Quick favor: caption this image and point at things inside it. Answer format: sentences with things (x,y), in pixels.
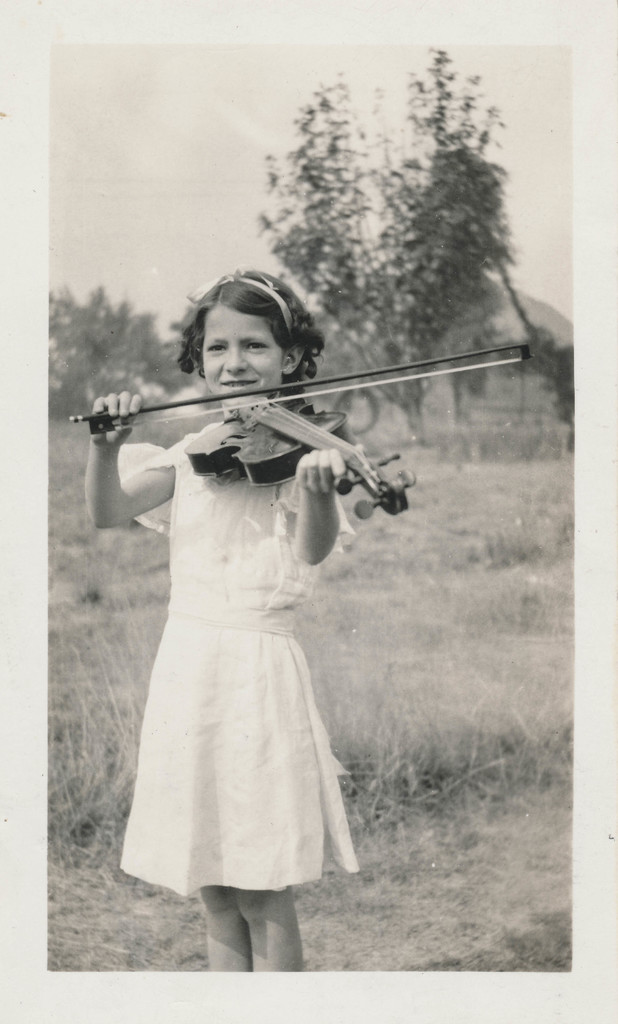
This is a black and white image and here we can see a girl (204,503) playing violin (247,413) and in the background (396,212), there are trees (433,329). At the bottom (473,728), there is ground (436,653) covered with grass (437,610).
